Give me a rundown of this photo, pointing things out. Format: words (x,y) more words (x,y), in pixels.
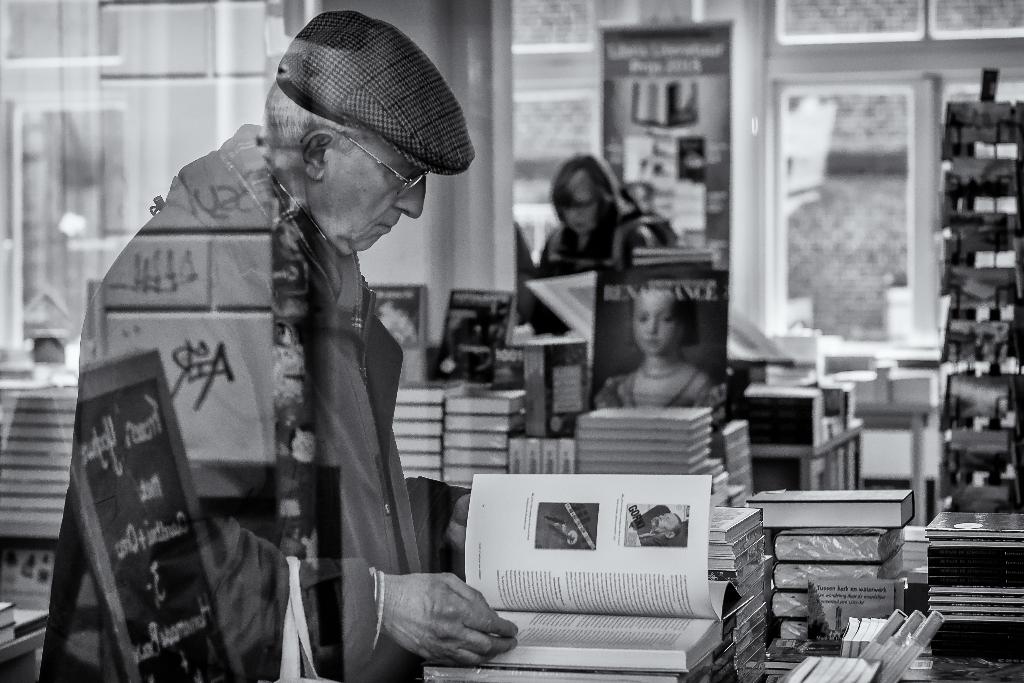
This is a black and white image. I can see an old man (341,400) standing and reading the book (479,558). He wore a hat (345,110), spectacles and jerkin (350,497). I think this picture was taken in the bookstore (743,415). These are the books (615,430) arranged in an order. Here is a woman (600,236) standing. This looks like a glass door (115,125).
